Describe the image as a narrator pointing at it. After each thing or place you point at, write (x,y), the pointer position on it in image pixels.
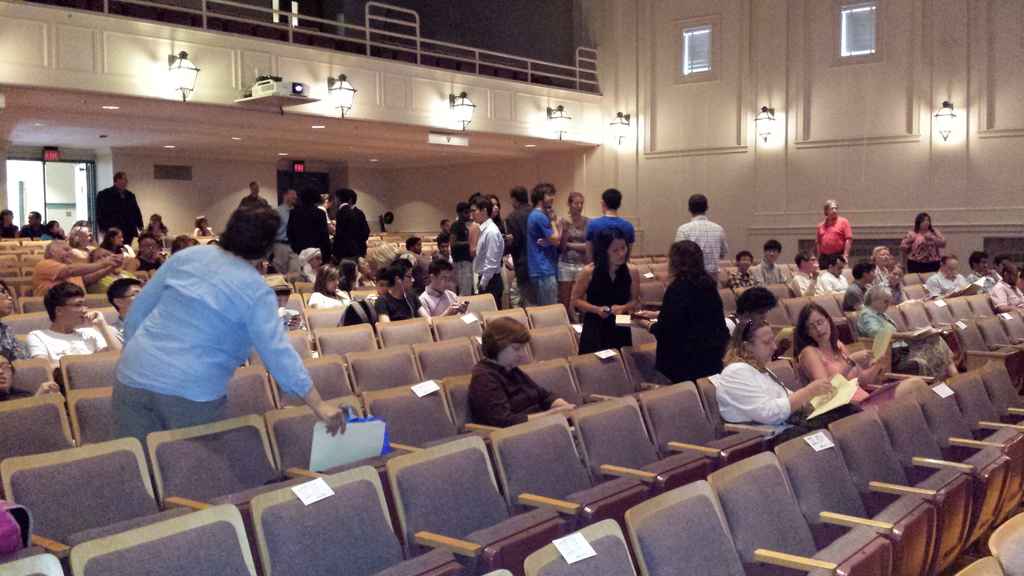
In this image we can see many persons (344,275) sitting and standing at the chairs (692,434). In the background (225,90) we can see lights (626,126), door (44,170), windows (686,53) and wall (690,144).
